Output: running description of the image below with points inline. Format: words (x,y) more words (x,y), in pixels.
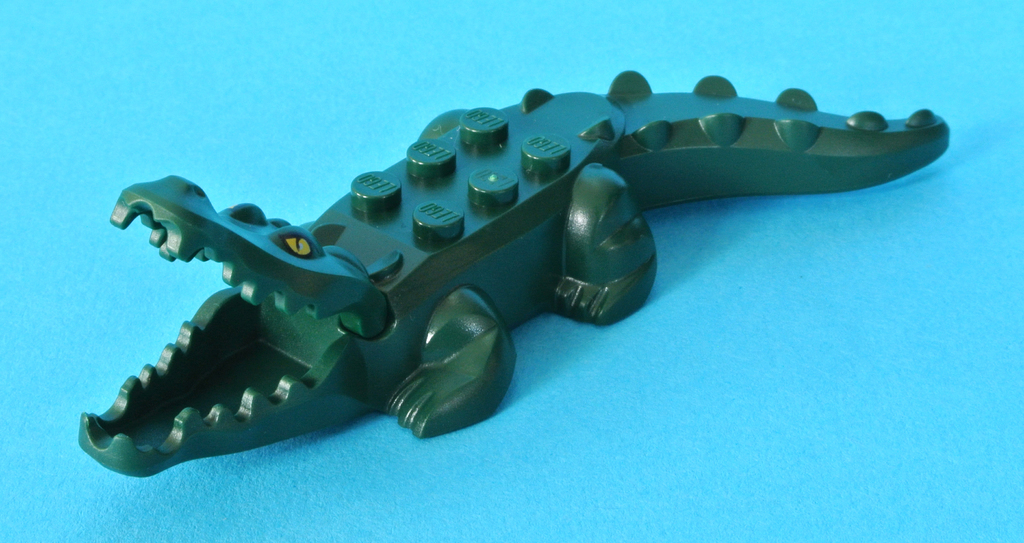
In this picture we can observe a toy crocodile (410,271) which is in green color. It is placed on the blue color surface (229,87).
